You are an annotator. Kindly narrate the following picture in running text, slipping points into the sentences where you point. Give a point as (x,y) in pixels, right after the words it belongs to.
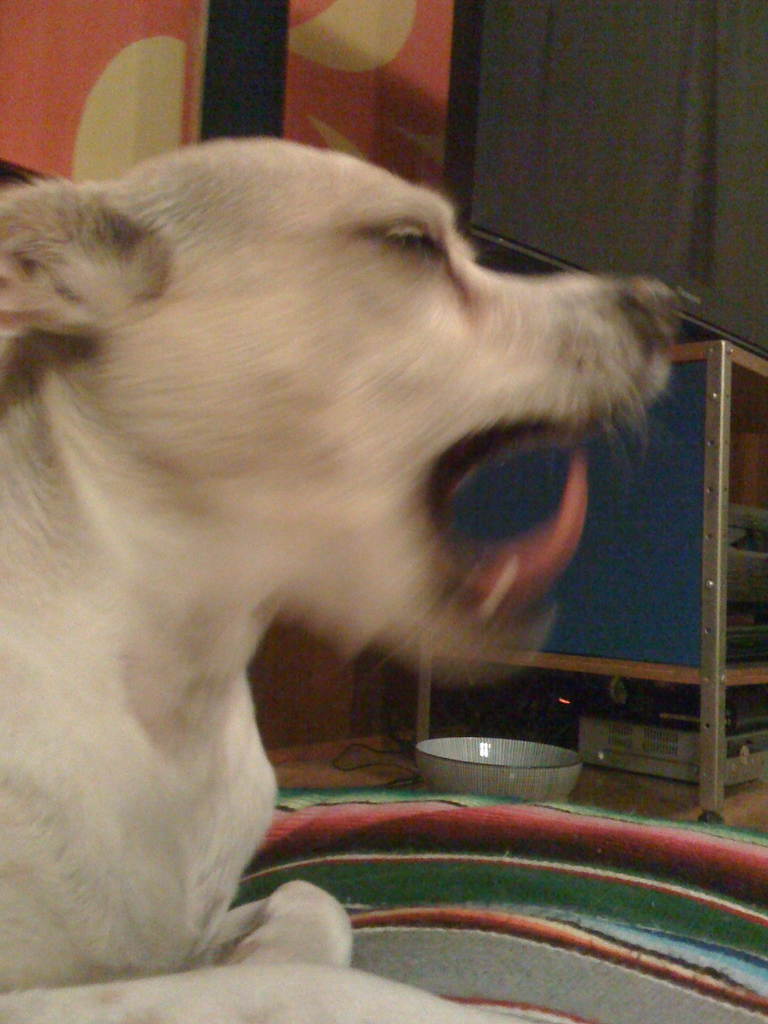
In this image I can see the dog (305,560) which is in cream color. I can see the bowl (478,770), electronic gadget (591,736) and the television (551,243) on the table (586,500). I can see the red and cream color wall (175,101).
